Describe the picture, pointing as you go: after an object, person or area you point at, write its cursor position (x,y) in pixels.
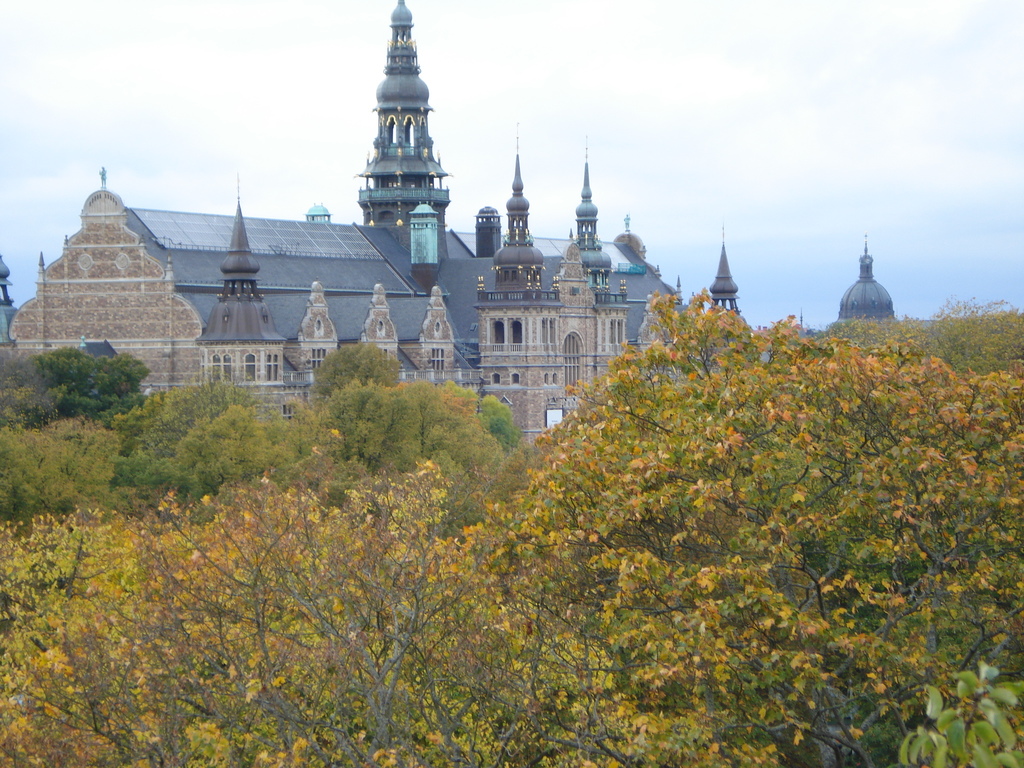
In this image it looks like a castle (430,296) in the middle (466,277). At the bottom (461,616) there are so many plants (647,583) one beside the other. At the top (739,91) there is the sky (748,102).
